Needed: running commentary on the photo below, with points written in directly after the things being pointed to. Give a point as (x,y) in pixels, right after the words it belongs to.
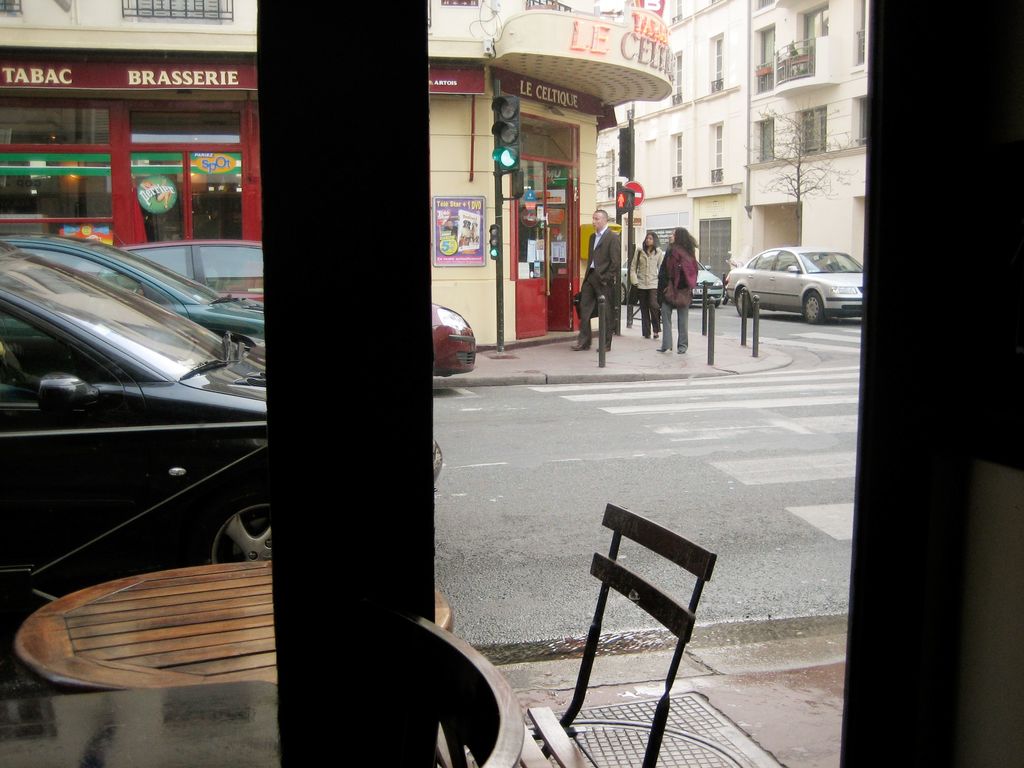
In this image I can see a chair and people (643,322) on the road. I can also see vehicles (787,278) on the road (538,408), poles (628,324), buildings (557,170) and some other objects (603,324) on the ground (825,398). Here I can see a tree (801,162), a table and other objects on the ground (556,348).
